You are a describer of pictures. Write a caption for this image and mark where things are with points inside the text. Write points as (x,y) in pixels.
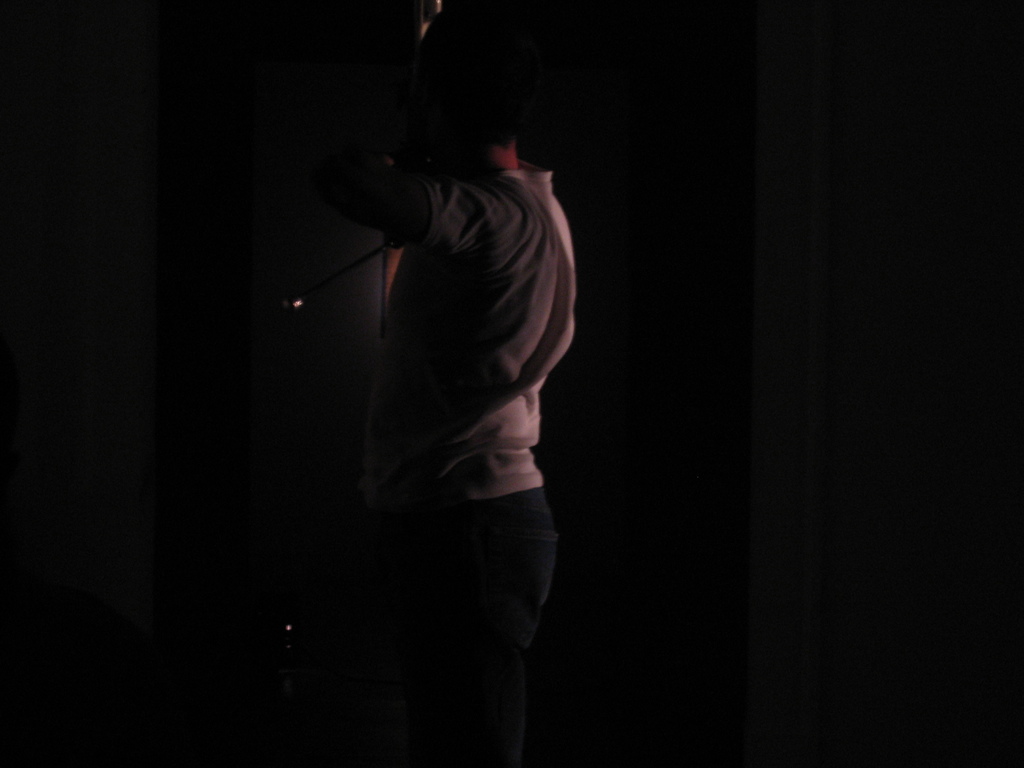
As we can see in the image there is a person (507,395) standing and the image is little dark.
